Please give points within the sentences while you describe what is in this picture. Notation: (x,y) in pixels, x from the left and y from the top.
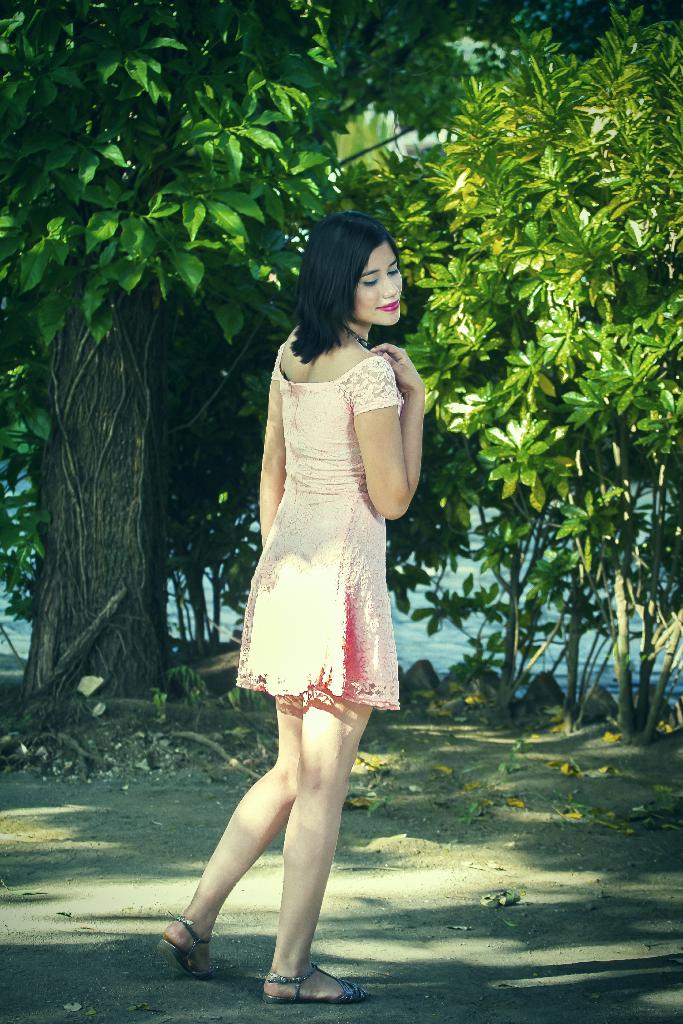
Here I can see a woman (301,554) wearing a frock (306,604), standing on the road (251,987), smiling and giving pose for the picture. In the background (259,336), I can see some trees (623,511).
